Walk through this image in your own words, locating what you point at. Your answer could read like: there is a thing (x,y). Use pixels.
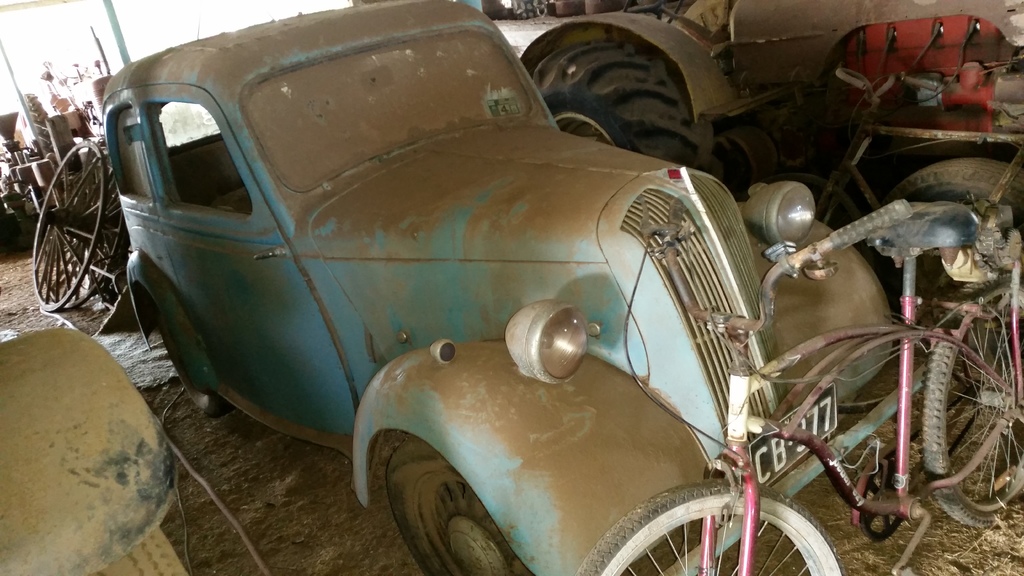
In this image I can see a car (387,296) which is blue and brown in color on the ground (309,453). To the left bottom of the image (96,481) I can see an object (122,460) which is brown and black in color on the ground (284,452). I can see a bicycle (813,436) and few other old vehicles (807,125) on the ground (265,453). In the background (81,125) I can see the wheel (74,206) and few other objects (52,117).
